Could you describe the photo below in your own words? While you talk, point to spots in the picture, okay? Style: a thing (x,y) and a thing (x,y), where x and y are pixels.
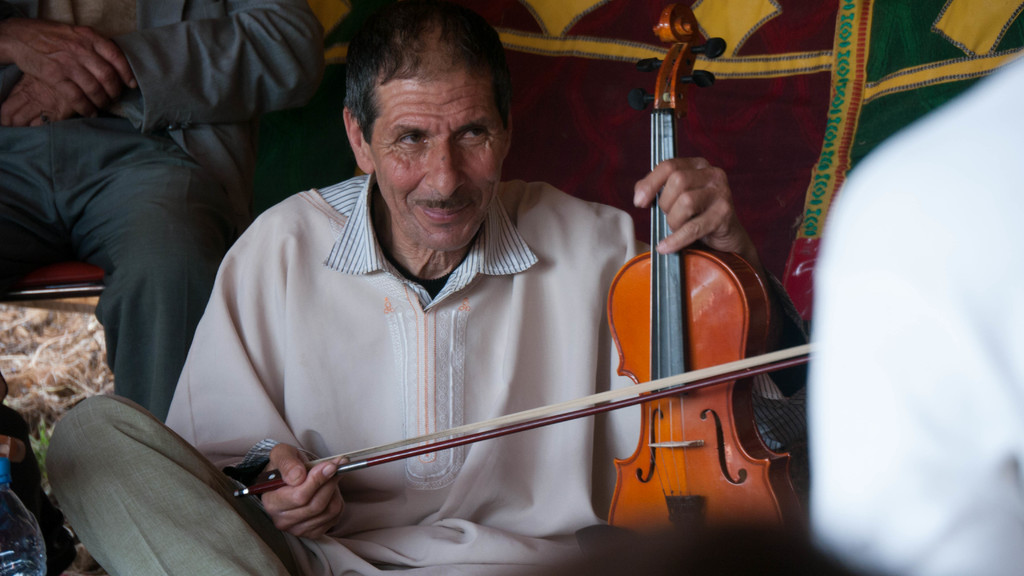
This is a picture of a man (590,374) who is sitting on the floor (20,402) and holding a musical instrument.
